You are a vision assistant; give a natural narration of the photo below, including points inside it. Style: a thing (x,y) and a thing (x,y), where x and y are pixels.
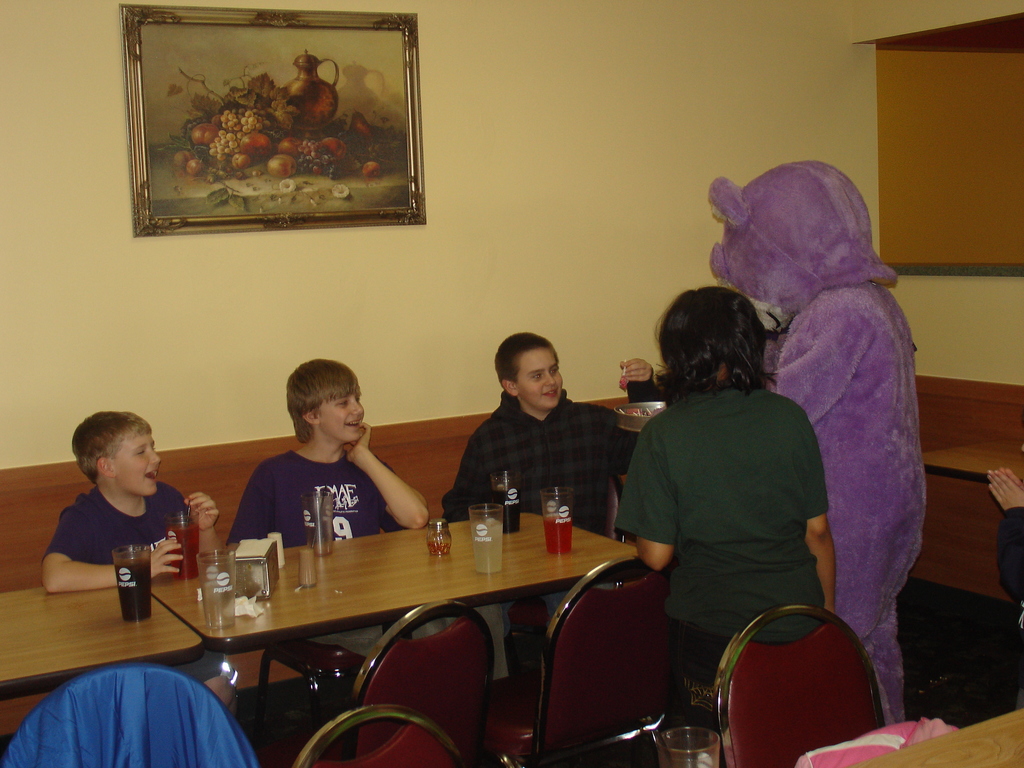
this picture shows few people (556,480) seated on the sofa (419,455) and two people (809,376) are standing and we see few glasses (485,528) on the table (422,539) and a photo frame (292,220) on the wall (436,25).
